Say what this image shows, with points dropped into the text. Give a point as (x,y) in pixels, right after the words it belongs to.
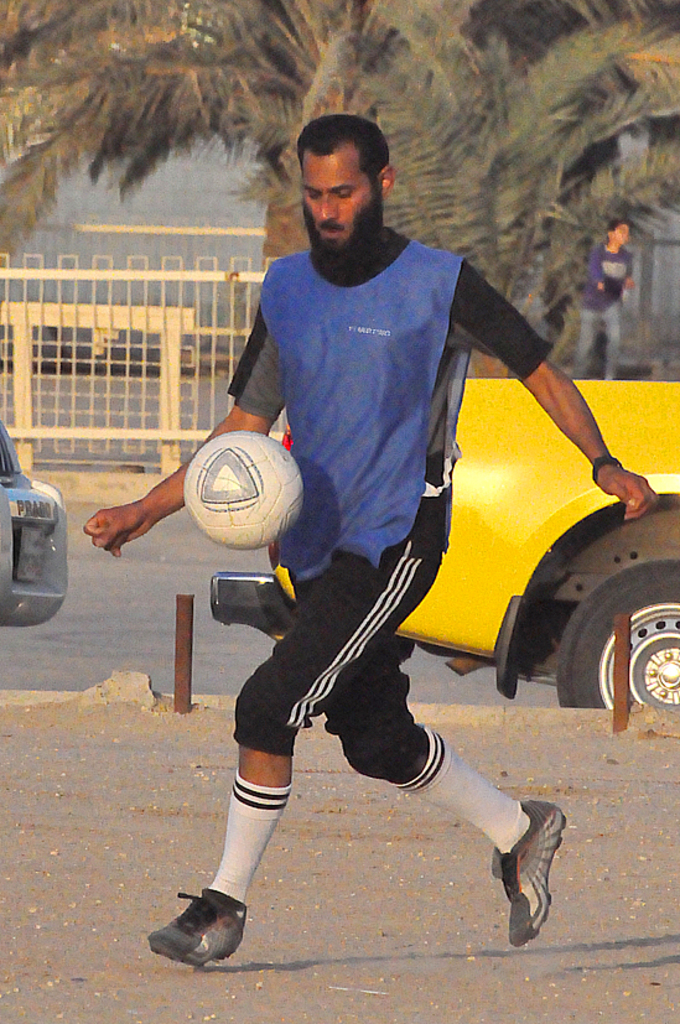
In this picture there is a person (350,635) walking and there is a ball (244,536) in the air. At the back (24,495) there are vehicles (24,495) on the road (200,688) and there is a railing (61,281) and there is a tree (541,301) and there is a person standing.
